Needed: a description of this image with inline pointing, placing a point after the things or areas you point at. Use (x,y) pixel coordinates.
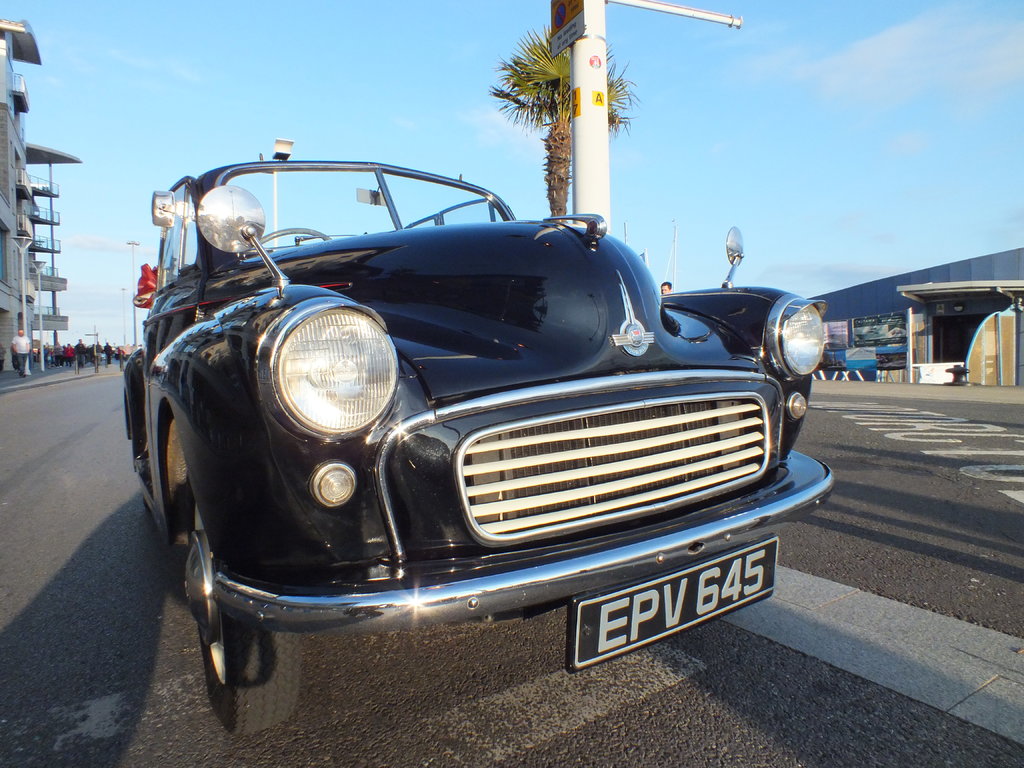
In this image I can see a car (321,300) on the road (488,637). In the background (540,122) I can see buildings (832,301), light poles (597,188), tree (550,170) and a crowd (121,349) on the road (61,402). On the top (263,63) I can see the sky (365,51). This image is taken during a sunny day.
